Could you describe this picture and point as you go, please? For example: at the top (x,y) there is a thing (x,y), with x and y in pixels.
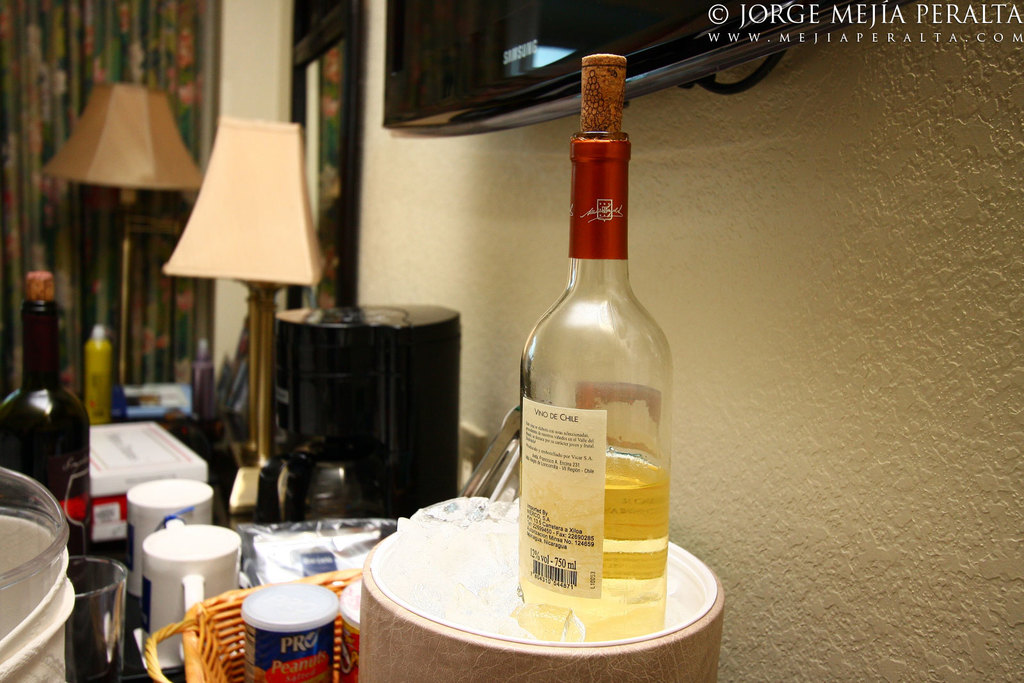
We can see bottle (82,545), glass (115,568), jar (293,620), basket (234,608), lamp (269,303). On the background (419,205) we can see wall (439,153), television (517,11), curtain (146,45).
